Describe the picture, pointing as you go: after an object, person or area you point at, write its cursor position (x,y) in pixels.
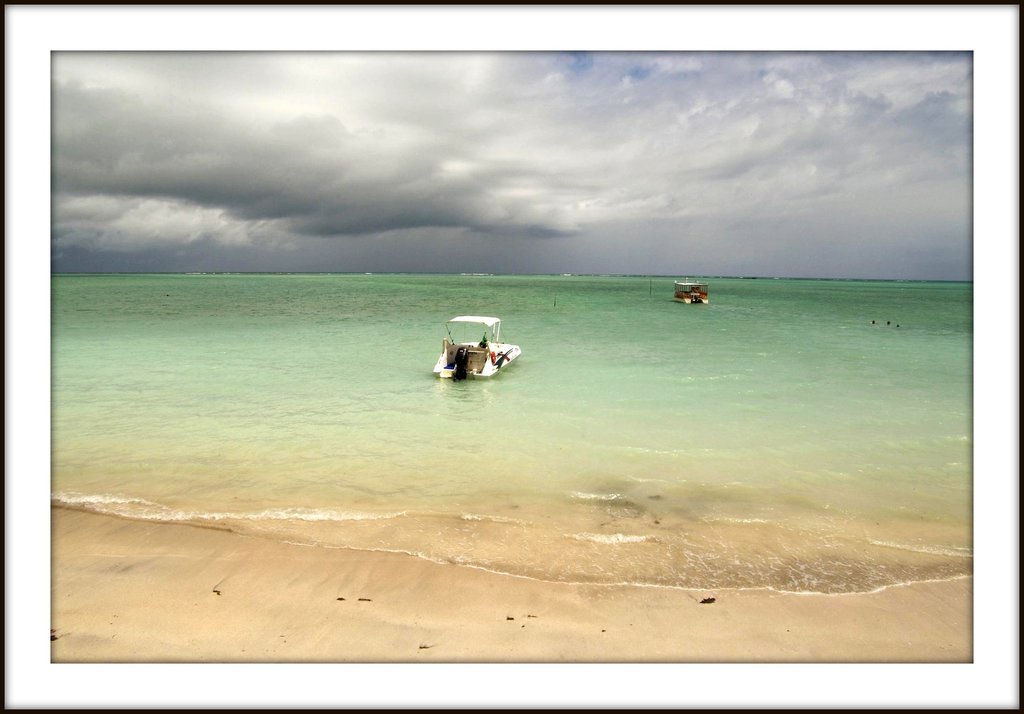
In this image we can see a picture. In the picture there are ships (695,297) on the sea (555,417) and sky (540,163) with clouds (429,172) in the background (610,186).
